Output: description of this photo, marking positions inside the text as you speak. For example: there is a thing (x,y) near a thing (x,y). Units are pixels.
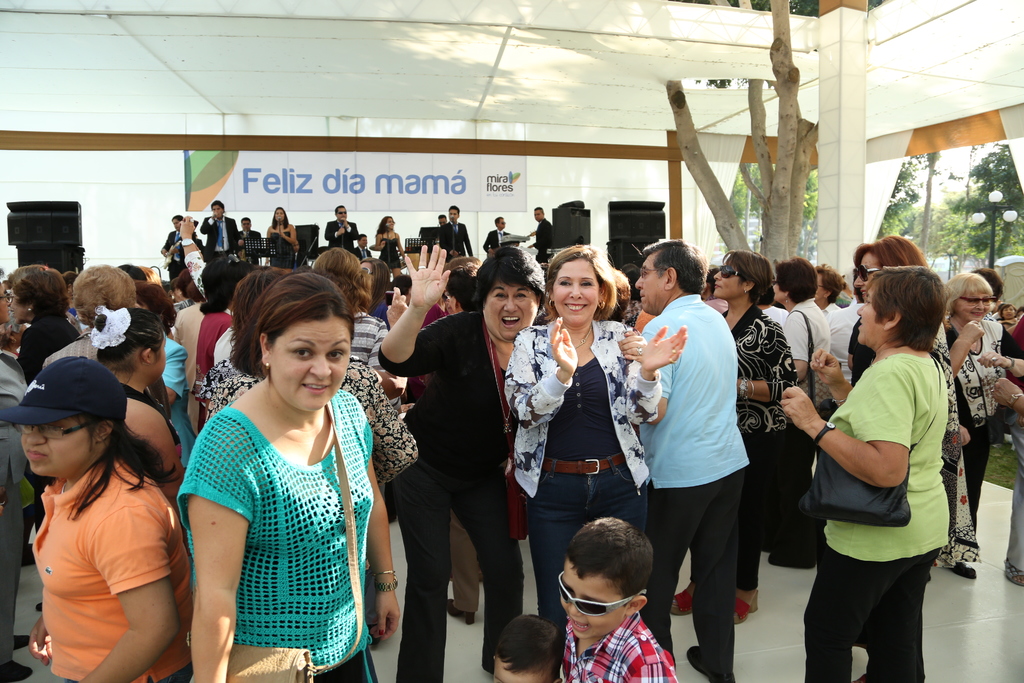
In the image there are many people (352,498) standing all over the place and in the back (244,254) there are few people (208,254) singing and playing musical instruments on the stage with a banner (325,184) behind them, there are trees (1012,226) on the right side (762,190).
